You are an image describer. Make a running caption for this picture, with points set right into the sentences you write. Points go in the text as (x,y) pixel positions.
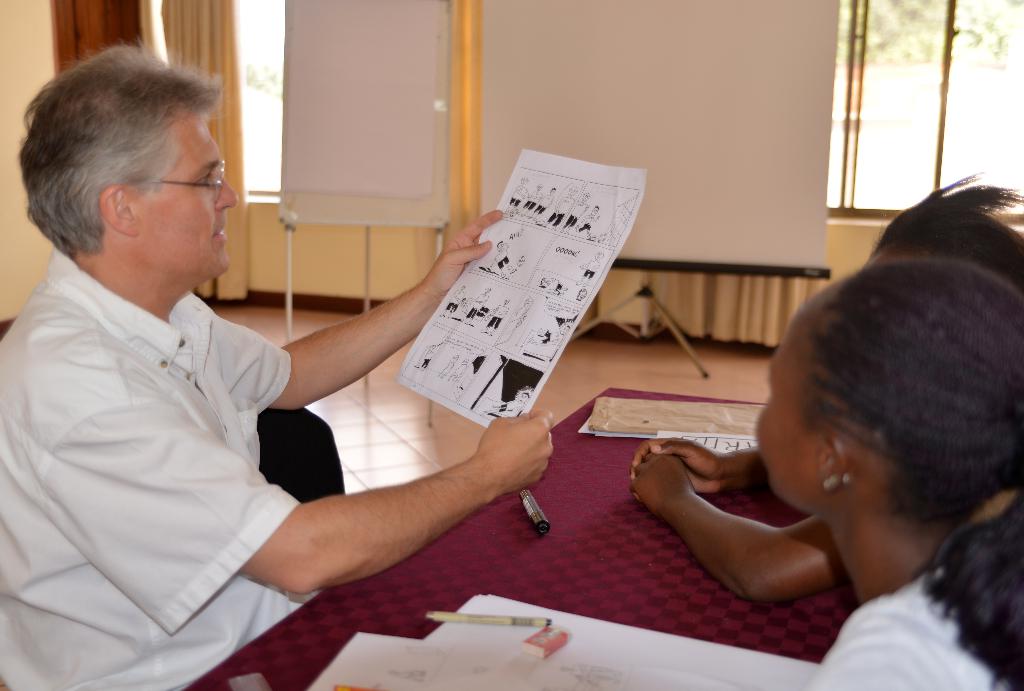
In this image we can see some persons (831,402), papers (399,653), pens (536,530), eraser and other objects (353,618). In the background of the image (504,143) there is a wall (11,76), curtains (208,53), glass windows (250,72), boards (703,176) and other objects (117,37).
